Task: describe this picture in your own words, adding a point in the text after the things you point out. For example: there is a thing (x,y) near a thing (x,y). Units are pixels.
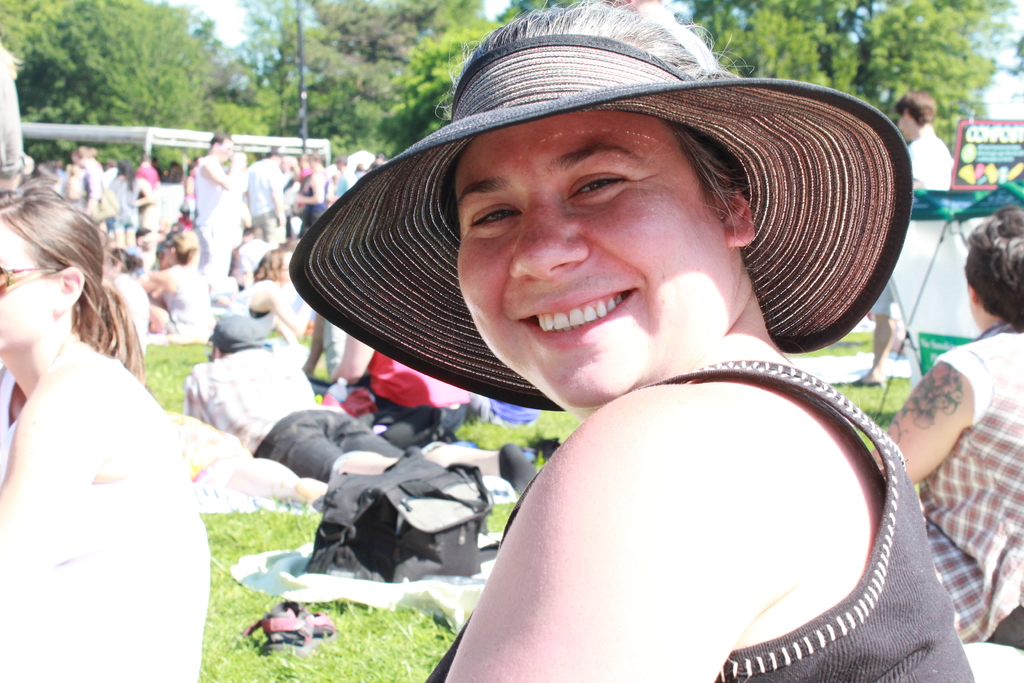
In this image, there are a few people (359,270), trees (111,20). We can see the ground (337,639) with some objects (328,496). We can also see some grass (393,638), a pole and a few posts (982,143). We can also see the sky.
